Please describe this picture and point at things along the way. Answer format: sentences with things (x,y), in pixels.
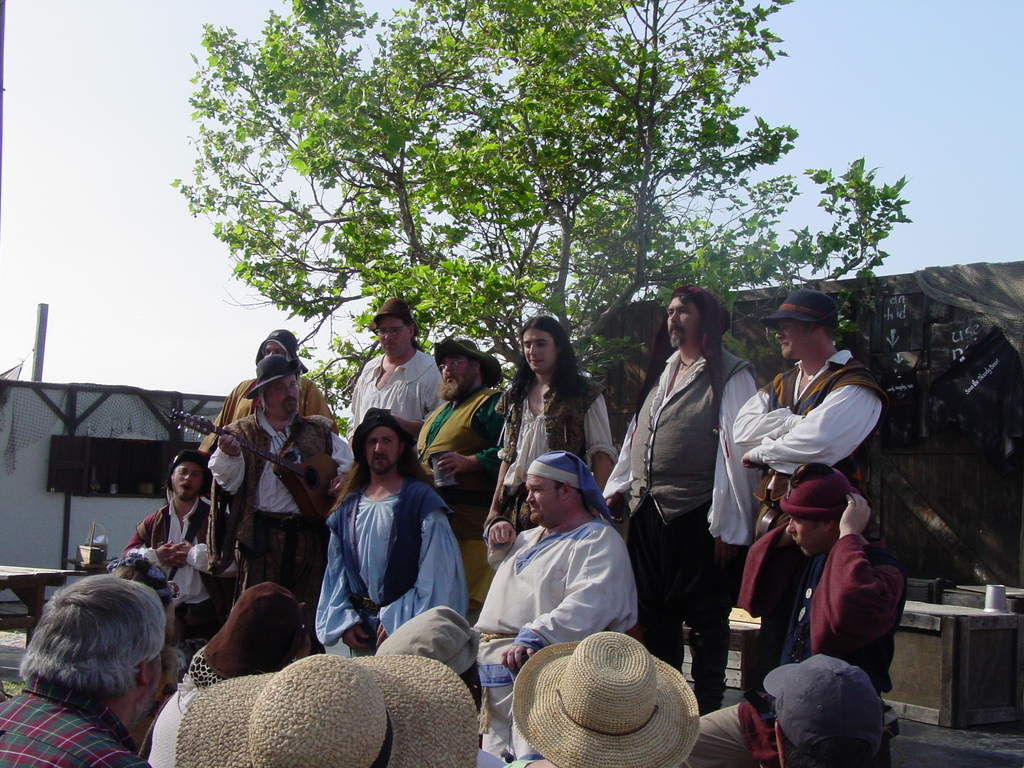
In this image we can see a group of people (642,531) wearing dress (317,606) are standing. One person (299,442) is wearing a hat (279,371) and holding a guitar (297,483) in his hand (334,487). In the foreground (408,718) we can see group of people (298,725). In the background (109,477), we can see a building (141,430) with window (99,466), tree (515,283) and the sky (861,105).
